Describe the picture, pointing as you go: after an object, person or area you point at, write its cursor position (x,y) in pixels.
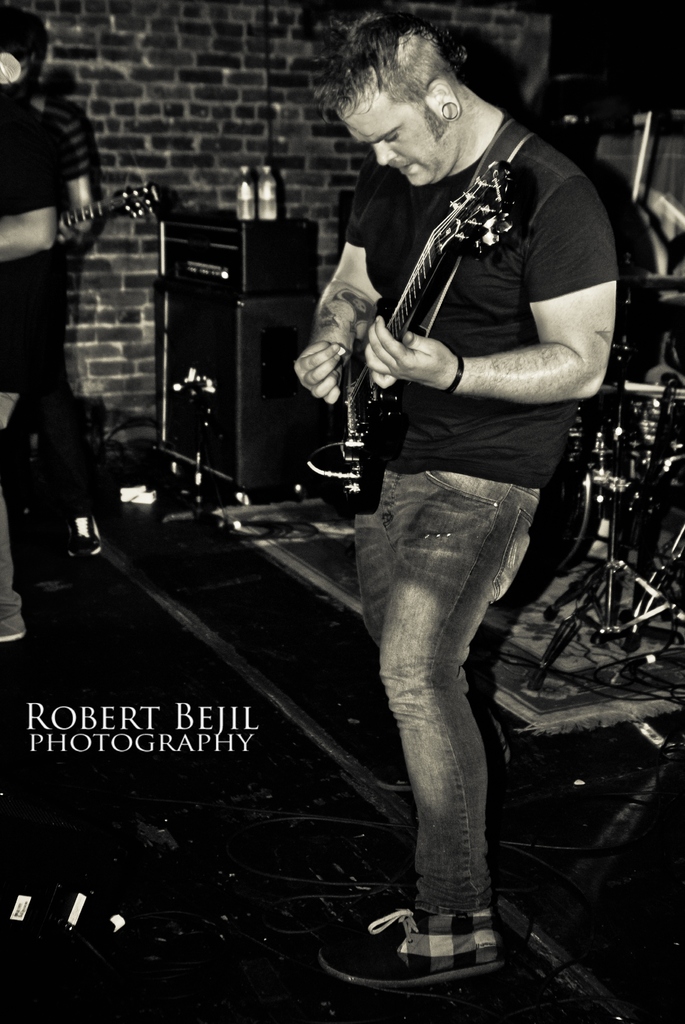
A man (445,368) is holding a guitar (378,386) and playing. In the background (605,514) there are drums (623,437), an amplifier (254,230), on the amplifier (254,230) there are bottles (251,194), a brick wall (175,105). And other persons (52,181) are standing and holding guitar (100,214).
